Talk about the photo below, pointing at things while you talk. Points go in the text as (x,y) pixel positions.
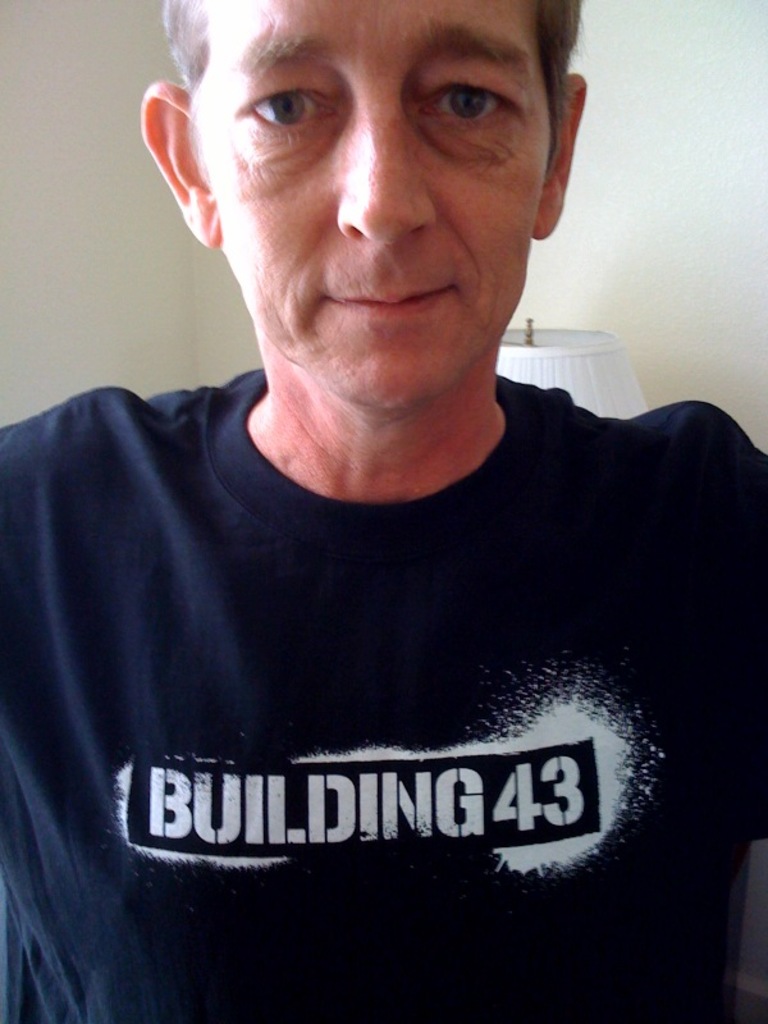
In this image there is one person (326,247), and in the background (566,298) there is wall (582,298) and lamp (570,345).
